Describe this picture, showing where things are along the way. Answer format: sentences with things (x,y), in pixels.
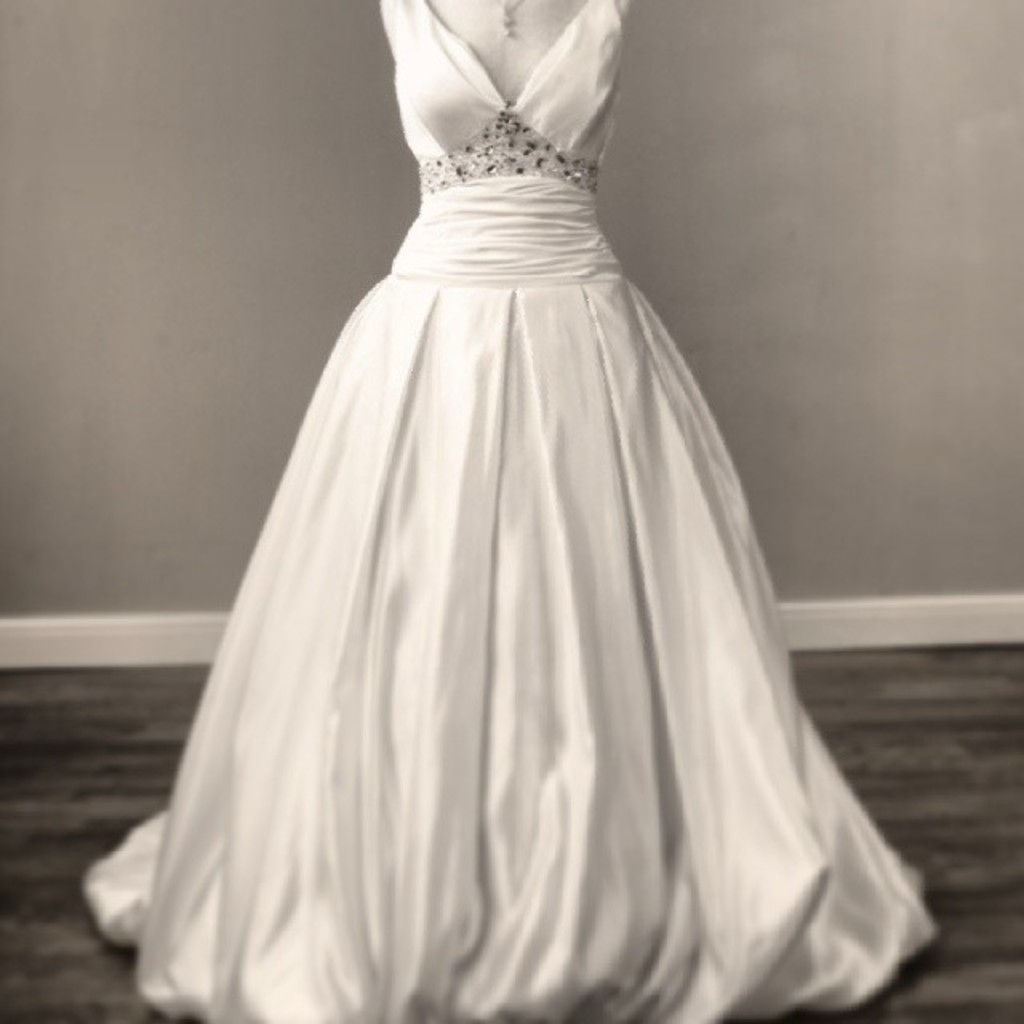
In this picture there is a white long gown (251,759) in the foreground (544,992), there is a wall (758,524) in the background (973,233), and there is a floor (933,975) at the bottom (960,690).
